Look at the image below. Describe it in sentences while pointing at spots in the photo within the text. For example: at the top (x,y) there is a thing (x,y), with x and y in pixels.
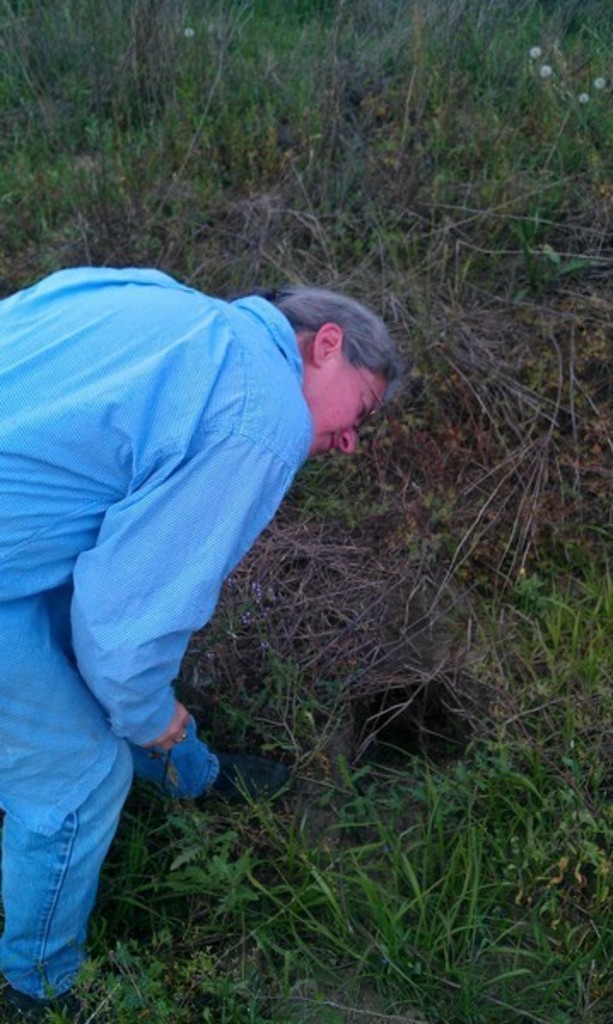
In this image, we can see green grass (163,940) on the ground (471,217), at the left side (87,440) we can see a person (37,832) who is wearing specs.
